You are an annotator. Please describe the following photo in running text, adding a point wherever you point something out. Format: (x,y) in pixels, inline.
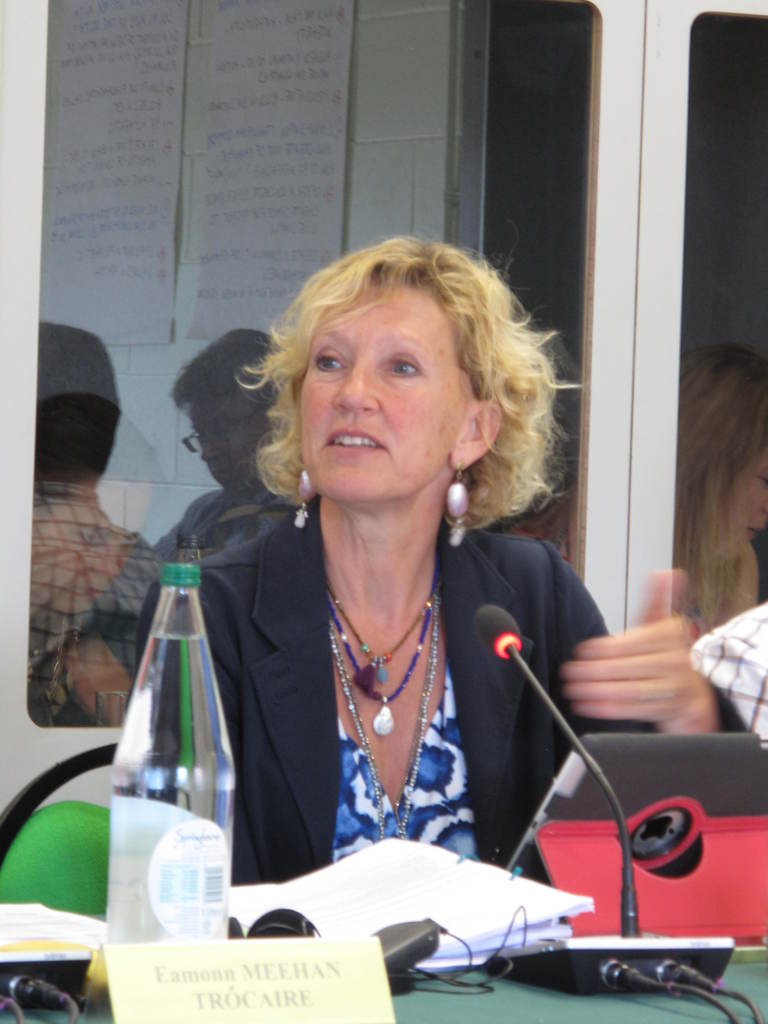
In this picture there is a lady (425,257) at the center of the image (437,568) and there is a mic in front of her, there is a water bottle (162,928), books (492,893), name plate (213,957), and head set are there on the table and there is a door (752,6) at the right side of the image (746,511).
